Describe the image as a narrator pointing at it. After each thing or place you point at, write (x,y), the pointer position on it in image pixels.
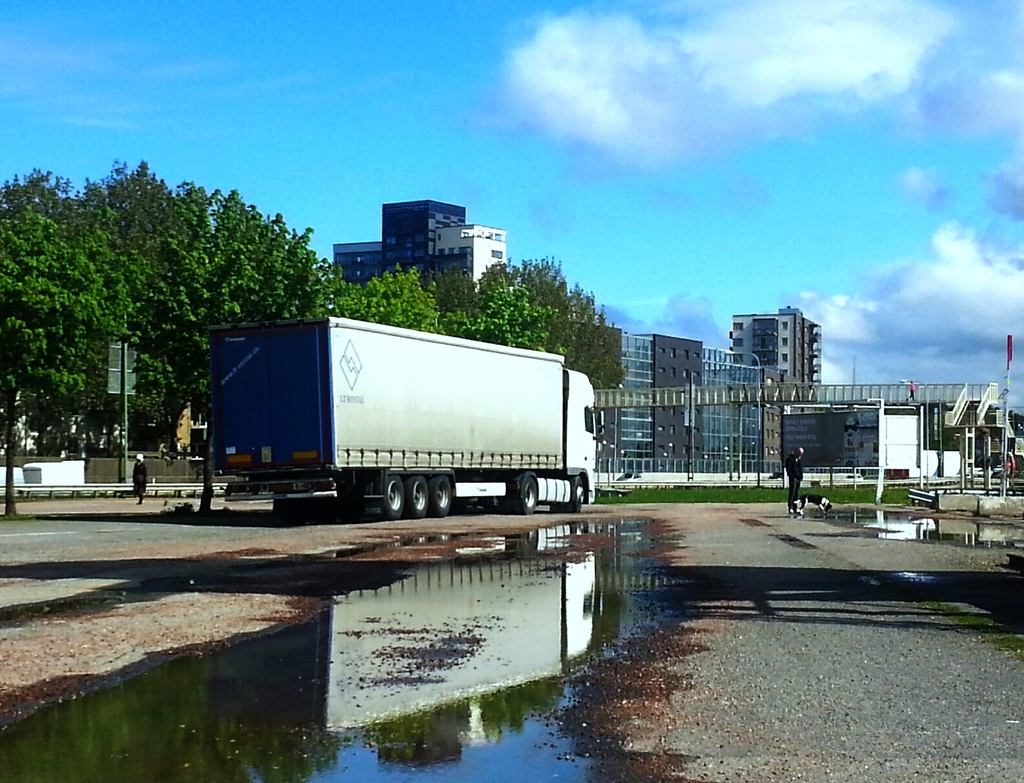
In this image there are buildings (740,326), poles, board (114,349), people (797,465), vehicle (449,454), water (537,633), trees (567,334), cloudy sky (845,323) and objects (968,503).
